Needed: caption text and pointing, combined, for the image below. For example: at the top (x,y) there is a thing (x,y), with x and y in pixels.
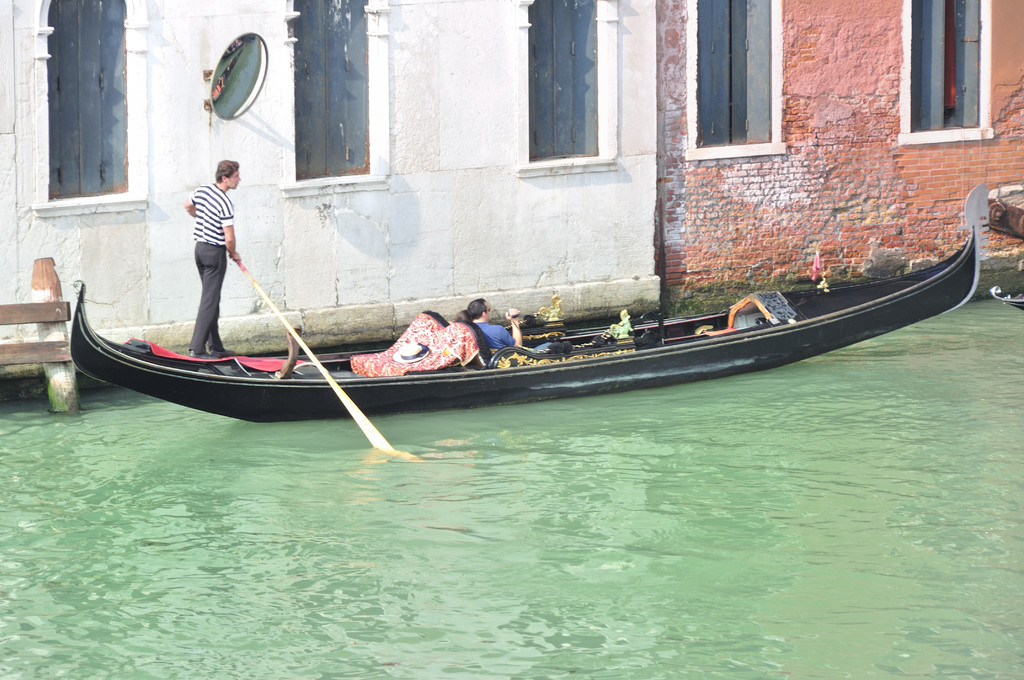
In the center of the image (665,371) we can see two people (485,344) are sitting in a boat (620,349) and a man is standing and holding a stick (242,266). In the background of the image (963,1) we can see the windows (909,119), houses (600,232), water (985,317) and wood (45,322).
